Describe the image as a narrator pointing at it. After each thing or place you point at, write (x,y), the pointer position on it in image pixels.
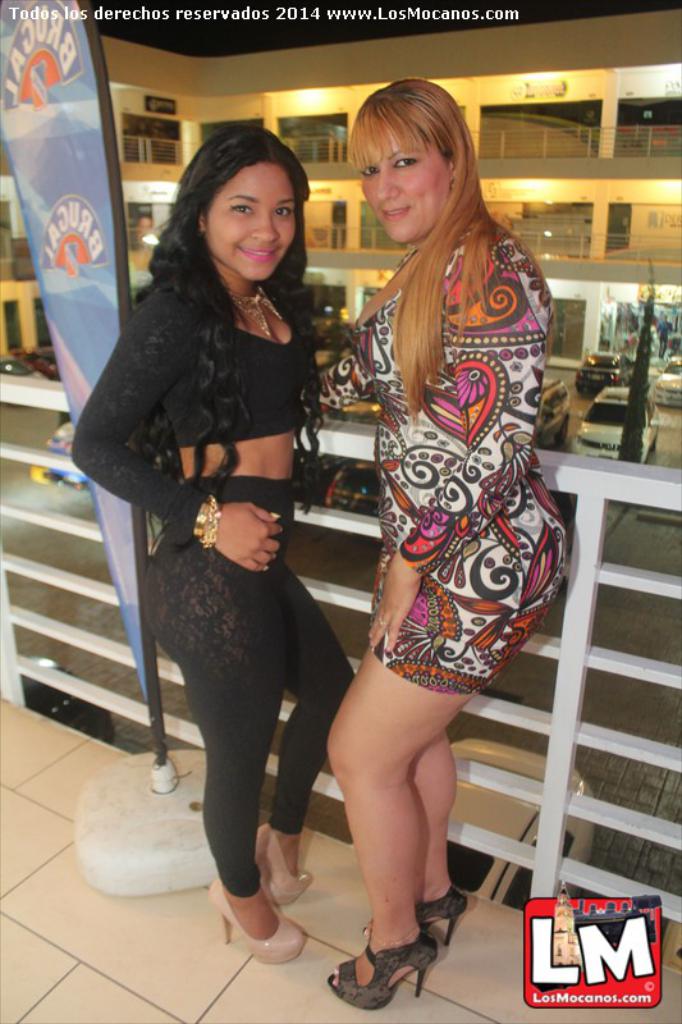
In this image we can see two people (397,699) standing and posing for a photo and to the side there is a board (54,100) with some text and we can see some vehicles (26,374). In the background (161,129), we can see a building (482,77) and there is some text (645,928) on the photo.
